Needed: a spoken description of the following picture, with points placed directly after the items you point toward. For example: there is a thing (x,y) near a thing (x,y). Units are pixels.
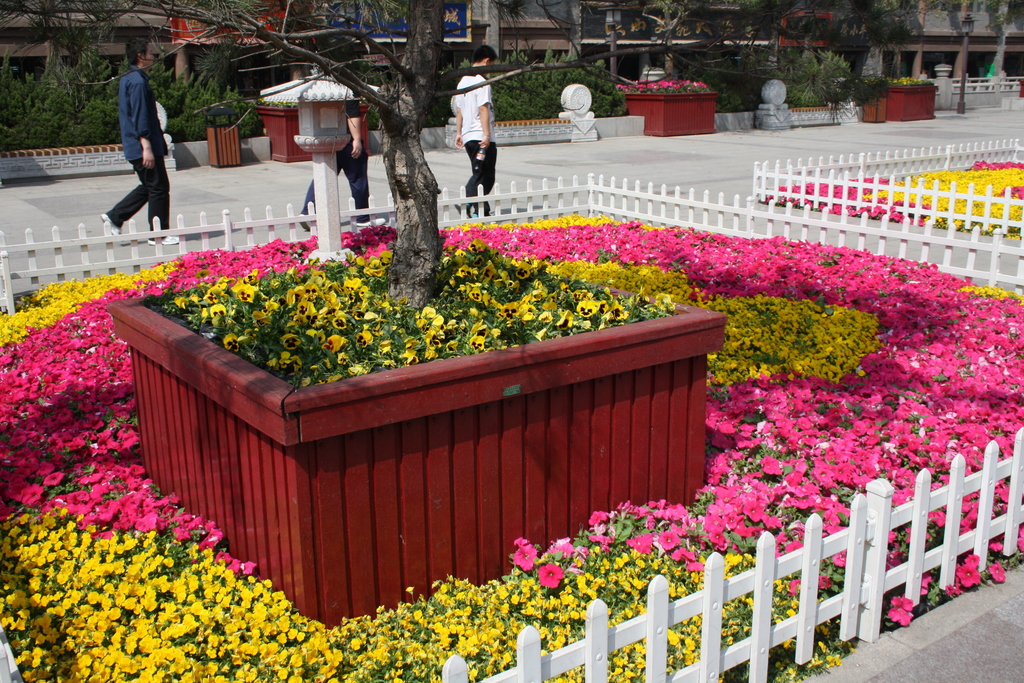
In this image there is a flower garden (815,409) in the middle (452,318) which is surrounded by the wooden fence (877,560). There are yellow and pink flowers (175,621) all over the place. In the background (627,143) there is a road (580,149) on which there are few people (145,141) walking on it. In the background (107,47) there is a building (495,26). In the middle (411,241) there is a tree (407,195). Under the tree (404,215) there are yellow flowers (245,295).
